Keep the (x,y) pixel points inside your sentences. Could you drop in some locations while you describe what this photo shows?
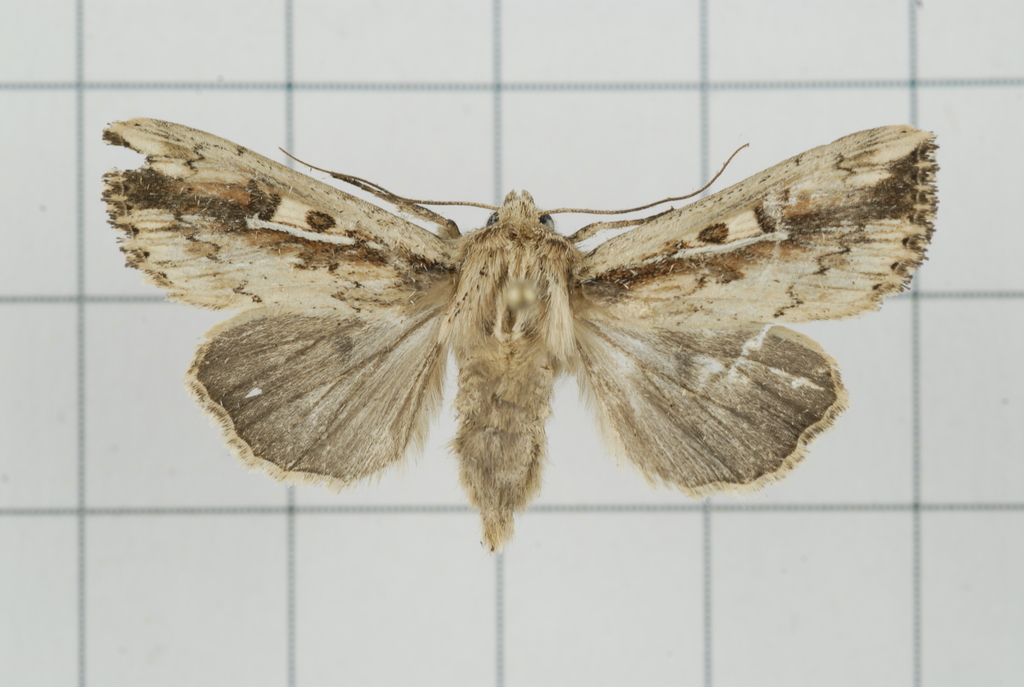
As we can see in the image, there is cream color insect (498,331) and behind the insect (473,279) there are white color tiles (470,110).
